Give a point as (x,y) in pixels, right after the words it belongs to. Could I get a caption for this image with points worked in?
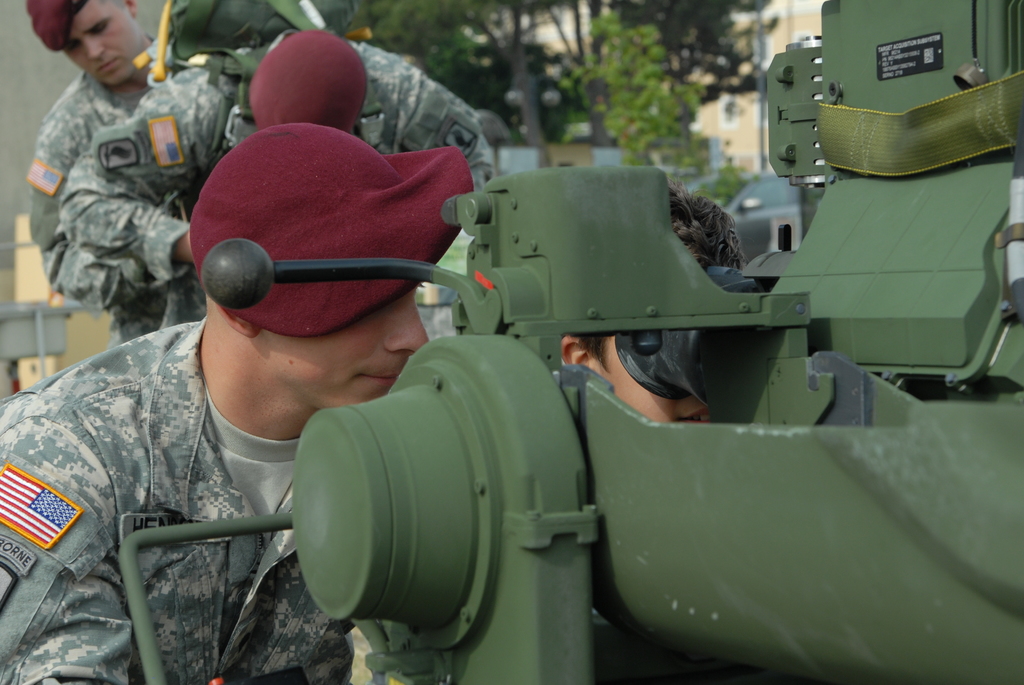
Left side (318,148) few men (55,401) are there, they wore dark red color caps (340,212). On the right side (821,597) it's a machine (782,520) which is in green color. In the middle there are green color trees (683,112).
